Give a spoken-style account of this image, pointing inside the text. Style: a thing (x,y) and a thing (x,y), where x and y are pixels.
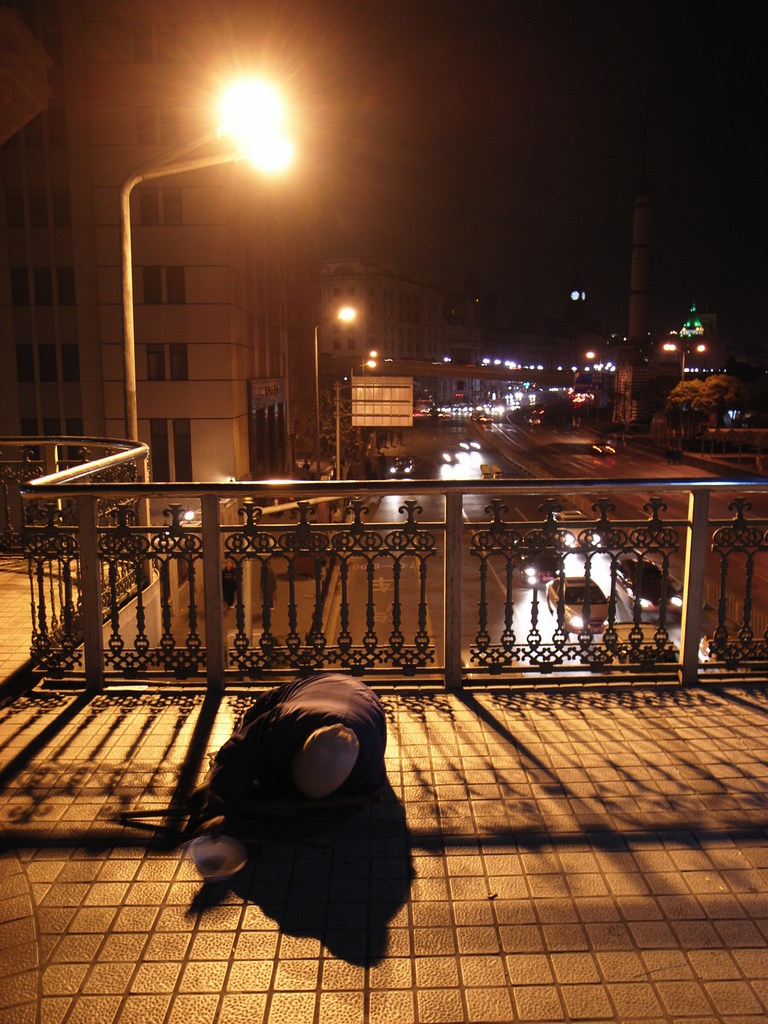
In this picture we can see a person (288,753) and railing (221,675) in the front (175,540), there are some vehicles (532,556), poles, lights (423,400) and a bridge (533,374) in the middle (388,364), in the background (284,289) there are buildings (290,262), we can see trees (679,408) on the right side (721,388), there is the sky (537,108) at the top of the picture (545,115).
